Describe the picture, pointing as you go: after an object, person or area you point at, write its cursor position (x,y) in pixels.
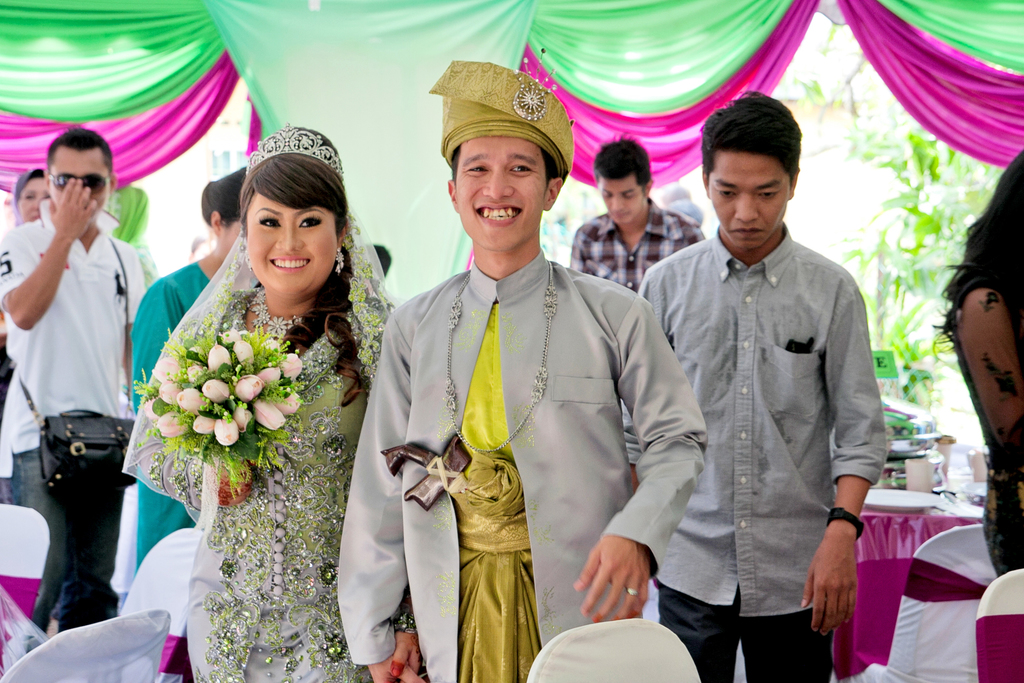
In this picture we can see a man (414,530) and a woman (283,597) holding hands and smiling and at the back of them we can see a group of people (648,177) standing, bag (69,432), goggles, chairs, tables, crown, flower bouquet (196,415), trees (902,185), curtains (378,51), sword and some objects (910,490).
